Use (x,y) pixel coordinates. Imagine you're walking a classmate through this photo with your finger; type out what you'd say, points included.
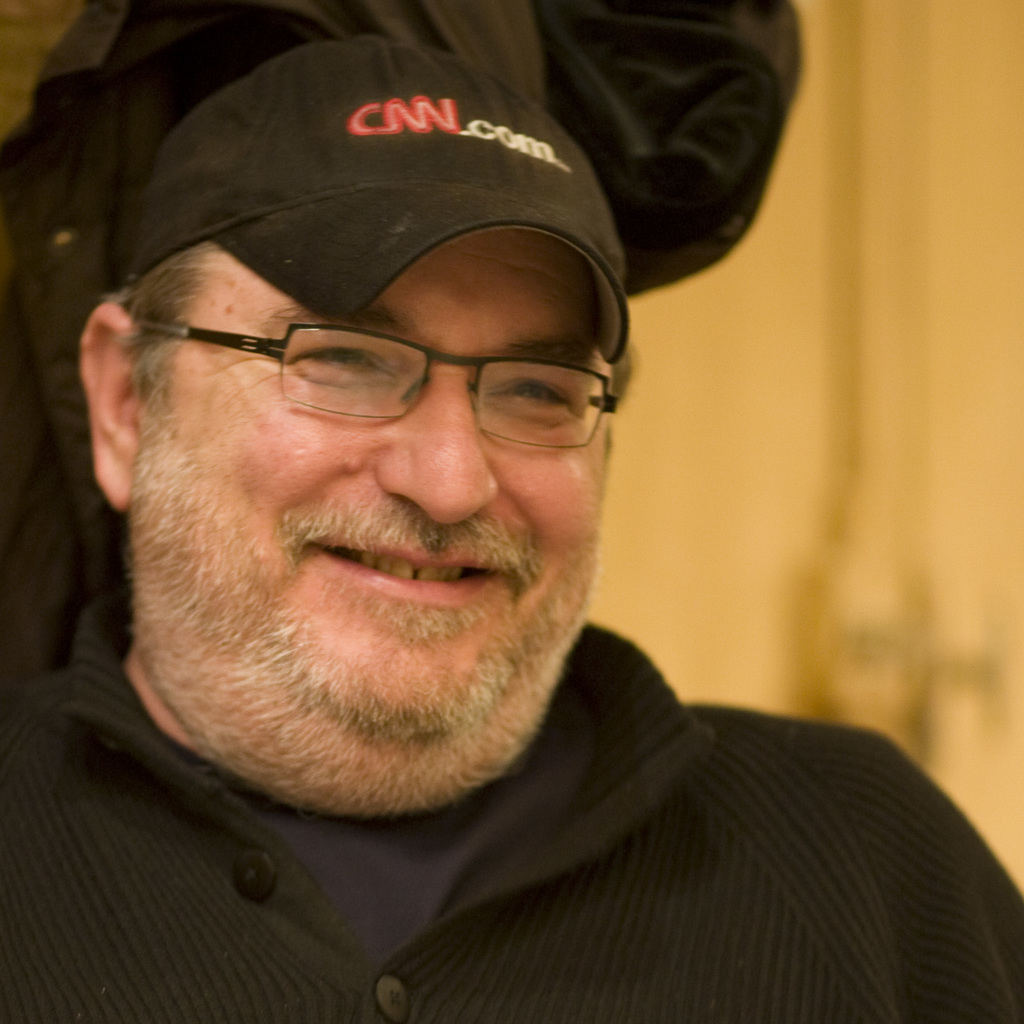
In this image we can see a man (346,580) is smiling and he has spectacles (391,395) to his eyes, cap (373,271) on the head (395,448). In the background (95,542) the image is not clear but we can see a person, objects (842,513) and wall (808,509).
